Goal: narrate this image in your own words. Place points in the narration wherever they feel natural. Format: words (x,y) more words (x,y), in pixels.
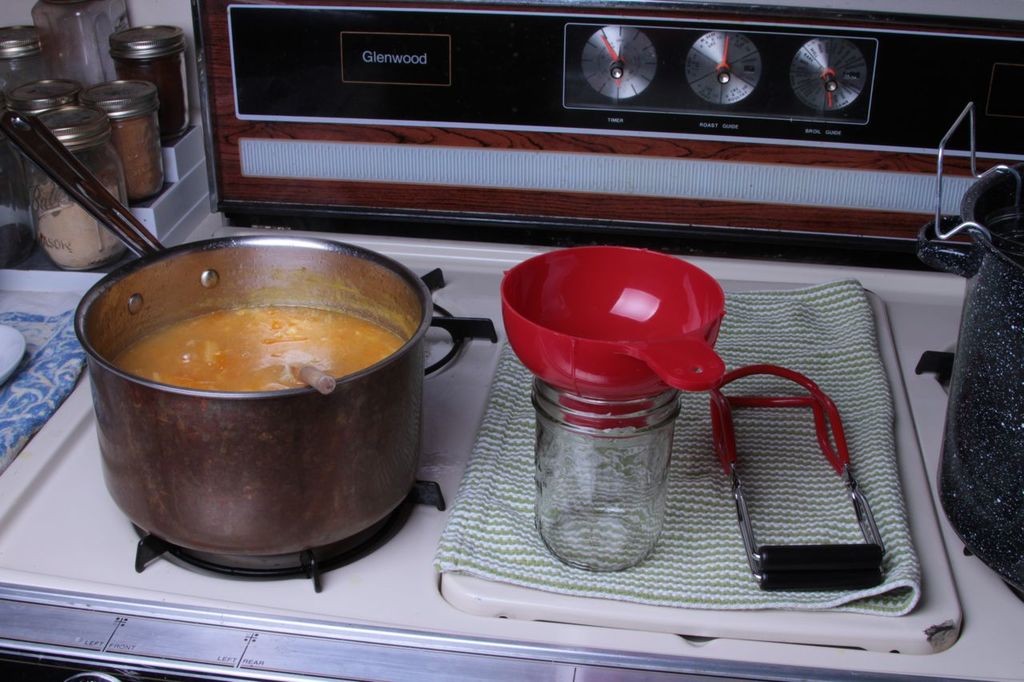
On a stove (426,564) there is a container (355,287), in this container (391,421) there is a food (301,352). On this cloth (678,539) there is a jar (612,437) and funnel (626,393). On corner of this table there are jars (96,133) with lid (80,143).
